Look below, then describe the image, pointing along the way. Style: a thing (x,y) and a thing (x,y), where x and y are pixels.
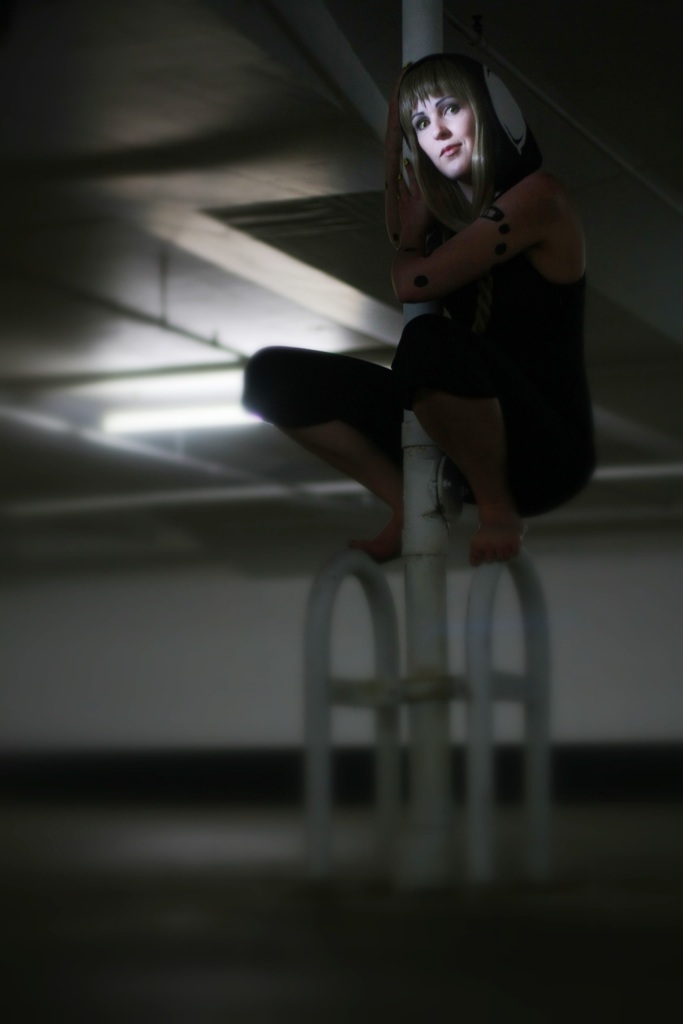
This image consists of a woman (377,428) sitting on a rod (409,676). And she is wearing a black dress (543,447). And we can see the white rods (386,743). At the bottom (392,965), there is a floor (249,916). At the top (252,174), there is a roof (235,166).
